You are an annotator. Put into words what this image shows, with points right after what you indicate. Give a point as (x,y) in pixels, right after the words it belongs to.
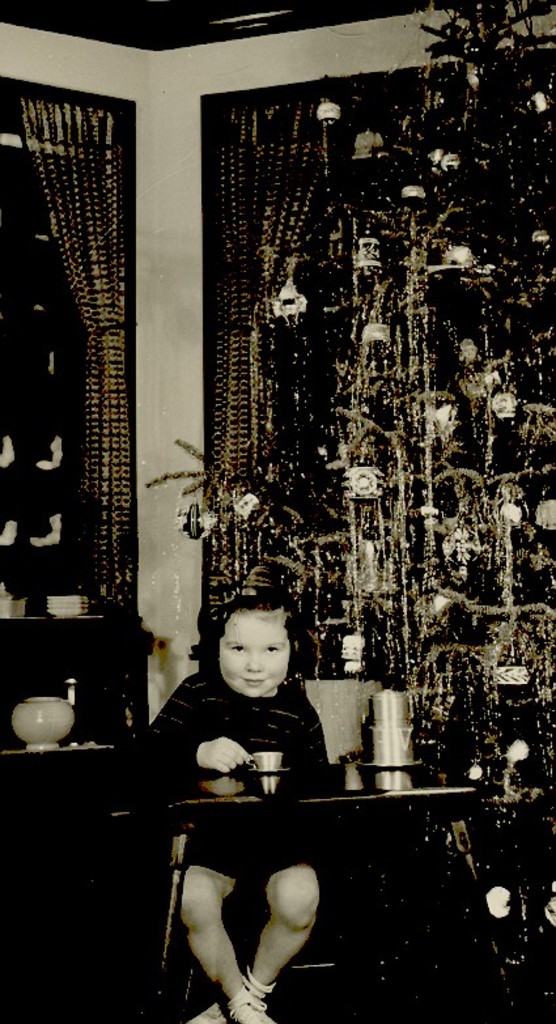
As we can see in the image there is a Christmas tree (441,412), curtains (122,395), a boy (247,670) sitting on chair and table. On table (386,796) there are glasses (383,759) and cup (260,766).
